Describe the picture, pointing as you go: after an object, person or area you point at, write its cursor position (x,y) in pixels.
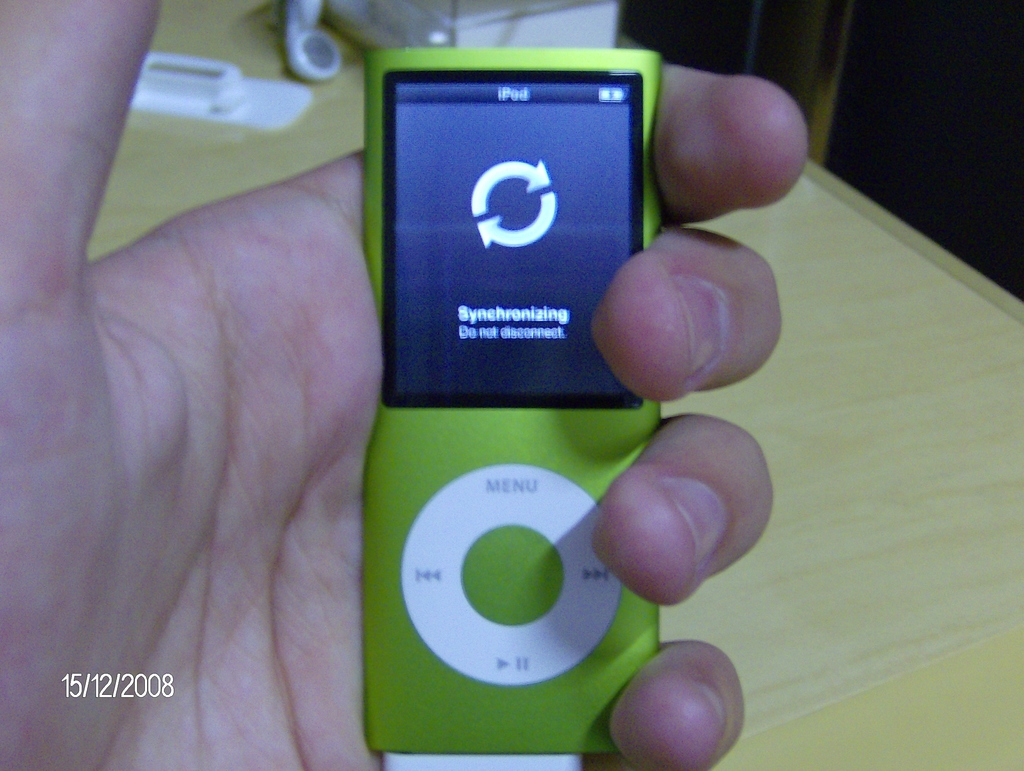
In this image I can see a person's hand (106,447) which is holding an iPod (506,175) and there is a table (356,135), on the table (914,577) I can see objects (388,24).
